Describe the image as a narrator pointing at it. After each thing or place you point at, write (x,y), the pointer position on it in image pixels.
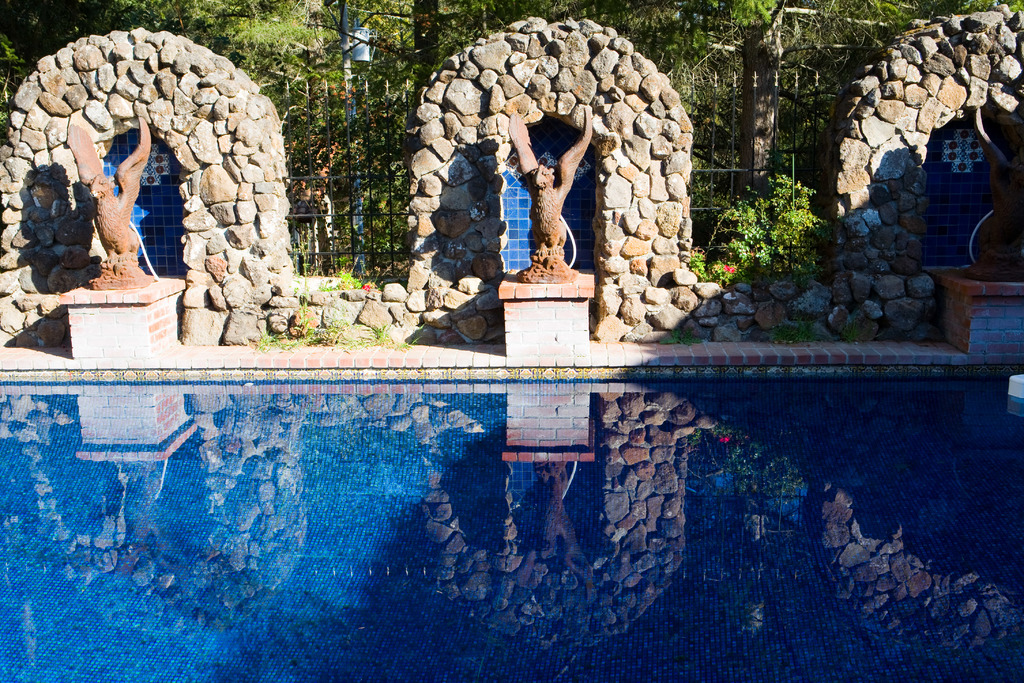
In front of the image there is a swimming pool (452,463), behind the pool (418,411) there are sculptures (560,262), behind that there are rock arches (486,97), metal rod fence (775,74), plants (383,109) and trees (761,67).
